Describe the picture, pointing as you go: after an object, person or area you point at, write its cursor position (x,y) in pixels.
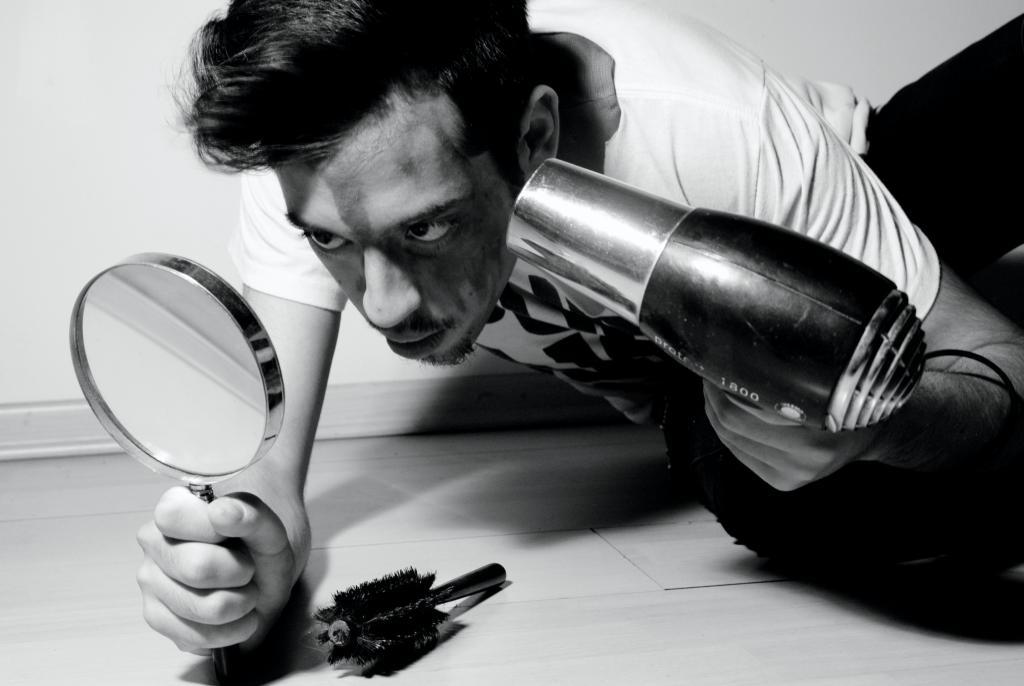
This is a black and white image. In the center of the image (670,428) we can see a man (500,234) is bending and holding an object (161,358), dryer (819,326). At the bottom of the image (508,566) we can see the floor (342,586) and comb (401,637). At the top of the image (78,63) we can see the wall (31,320).
